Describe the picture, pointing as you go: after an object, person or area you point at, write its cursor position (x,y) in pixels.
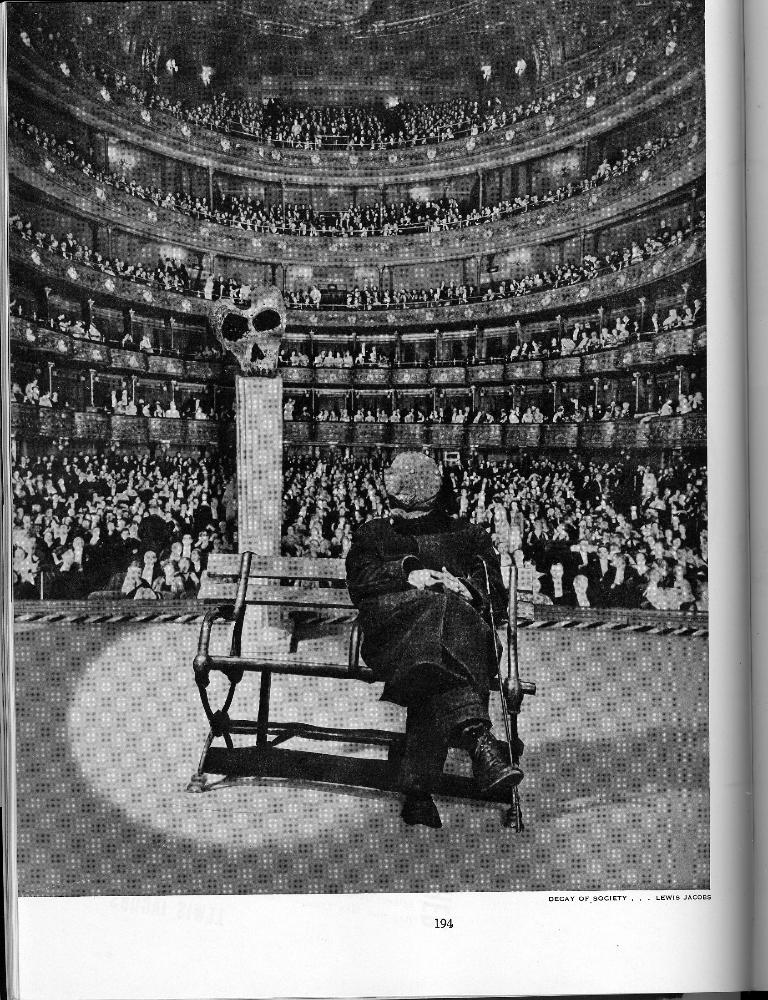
This image consists of a book (327,952). On this book (701,268), I can see a black and white image (612,526). In this image, I can see a person (413,621) is sitting on a bench (230,732). In the background (192,492), I can see a crowd of people (522,469). It seems to be a building (535,148).
